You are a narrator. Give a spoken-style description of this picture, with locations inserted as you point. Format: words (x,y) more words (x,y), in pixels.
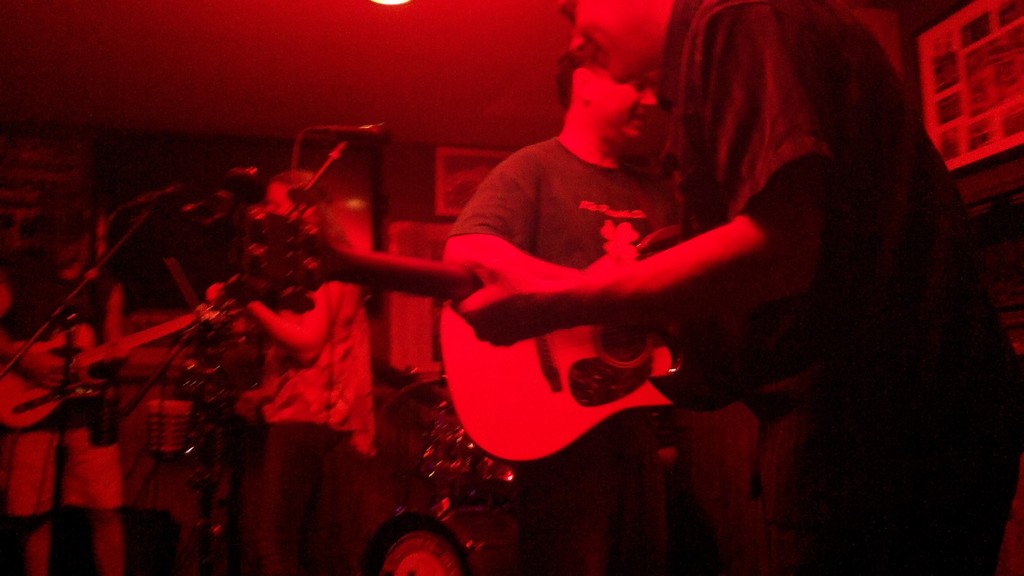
Few men (109,305) are playing guitar (133,338) with mics (132,230) in front of them.
